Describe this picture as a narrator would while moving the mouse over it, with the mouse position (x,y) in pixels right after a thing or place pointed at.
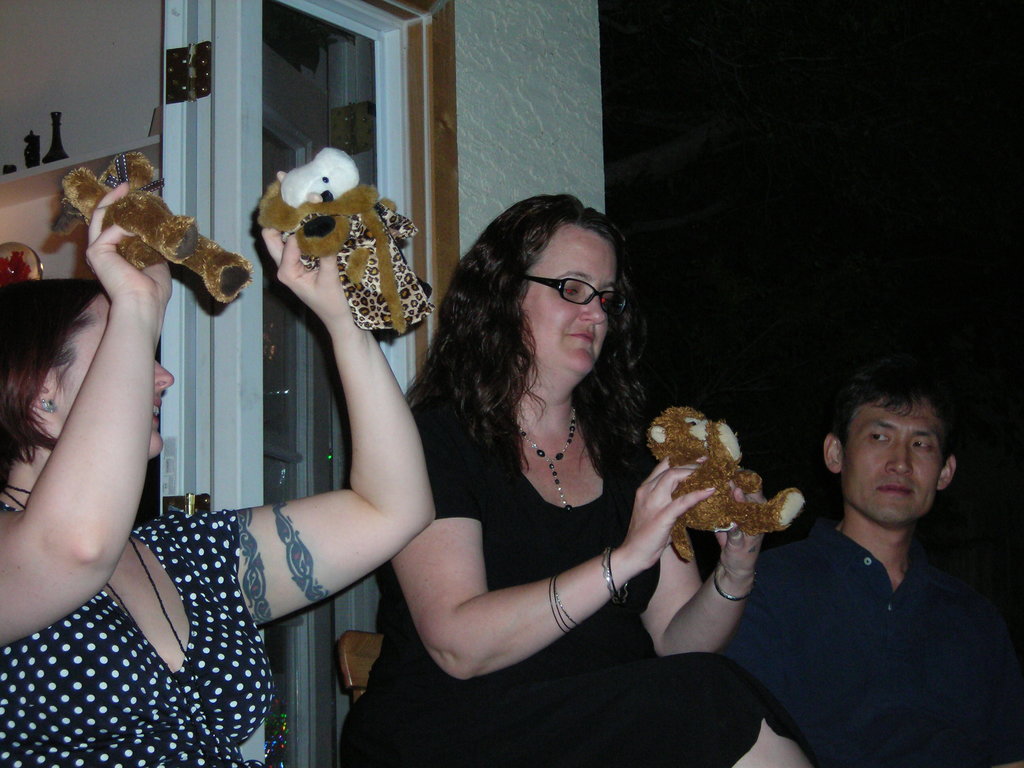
In this image there are two women (391,618) sitting on chair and holding a toy (682,553), beside the woman (472,718) a man (899,668) is sitting, in the background (96,76) there is a wall (155,79) and to that wall (21,16) there is a door (168,450).
